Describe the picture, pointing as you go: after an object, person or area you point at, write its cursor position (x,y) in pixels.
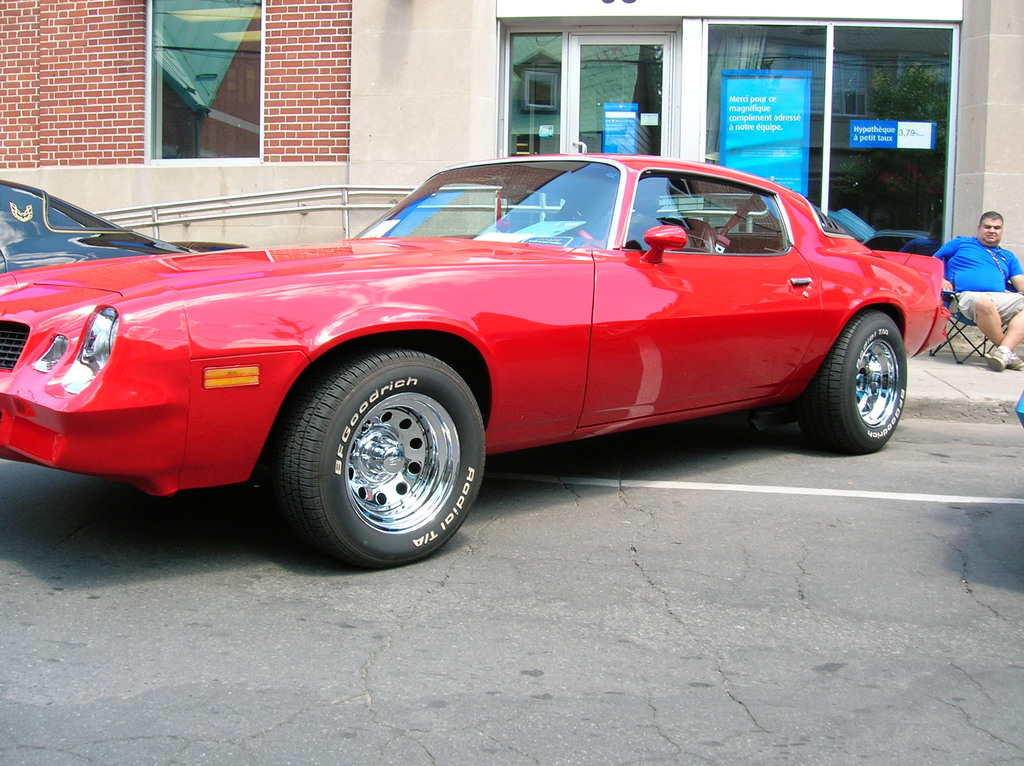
In the background (902,107) we can see glass window (216,71) and glass door (580,75). We can see posters (780,144). There is a man (971,246) on the right side of the picture (976,265). He is sitting on a chair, wearing blue t-shirt (968,257). We can see red and black cars (373,275) on the road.
